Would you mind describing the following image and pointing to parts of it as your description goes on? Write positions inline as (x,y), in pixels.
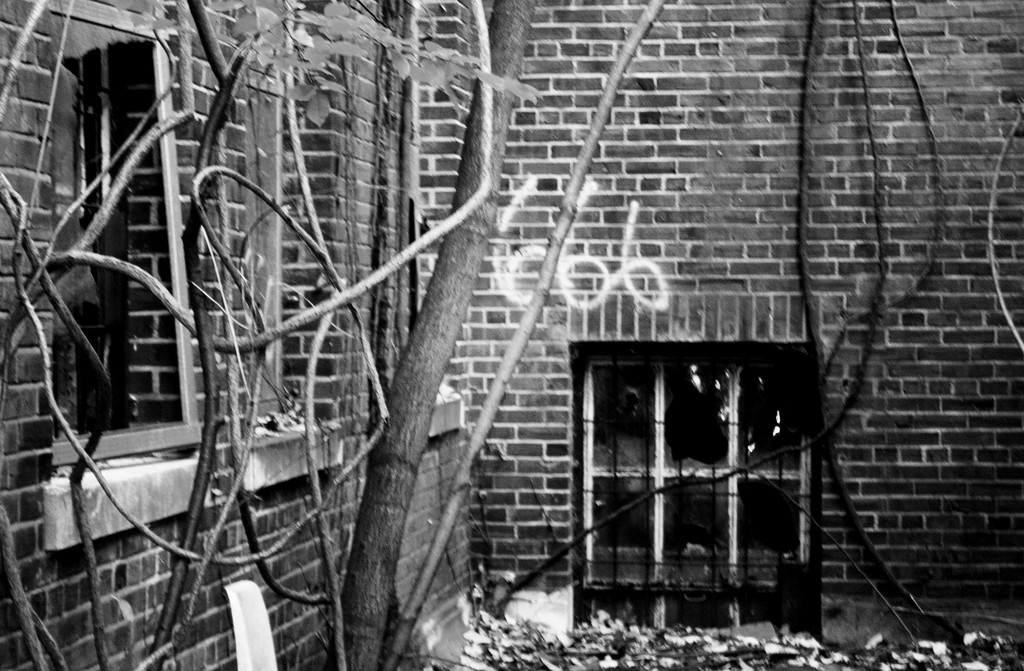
This is a black and white image, where we can see windows (651,610), wall (681,219), tree (432,298), creeper (245,309) and the dried leaves (606,668) on the ground (459,661).
